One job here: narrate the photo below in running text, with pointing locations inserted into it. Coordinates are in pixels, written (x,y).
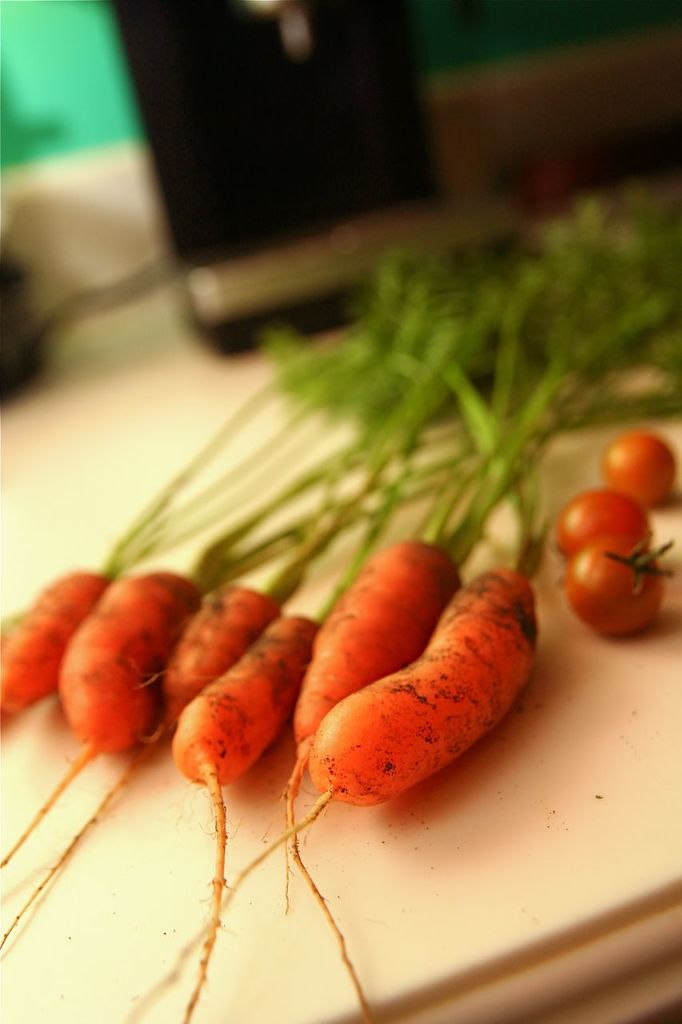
In this picture we can see six carrots (160,646) with leaves (480,482) present in the front (497,460), on the right side (628,533) there are tomatoes (619,491), we can see a blurry background (510,4).
